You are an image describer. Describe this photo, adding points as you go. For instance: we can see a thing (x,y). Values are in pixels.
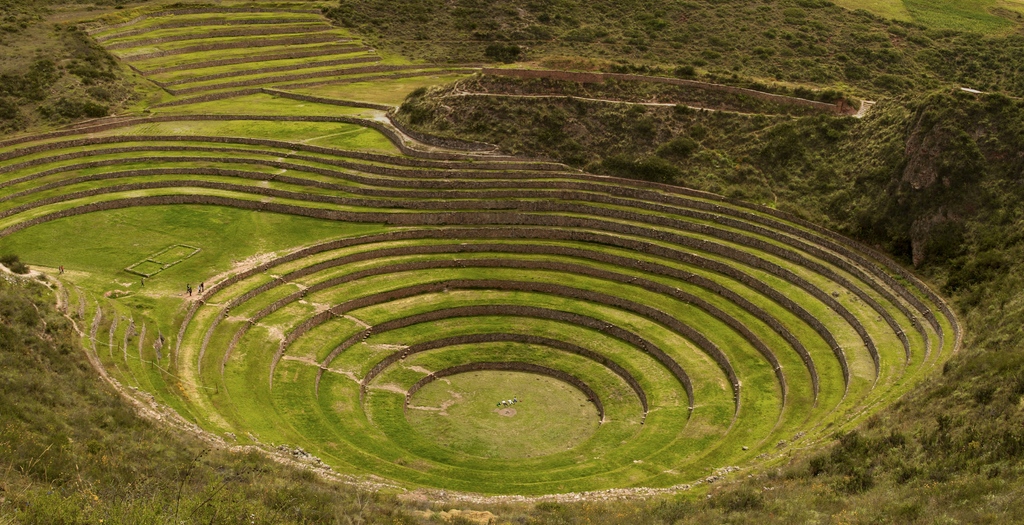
In this picture I can see step farming (525,203), there are plants (662,165) and trees (475,122).
